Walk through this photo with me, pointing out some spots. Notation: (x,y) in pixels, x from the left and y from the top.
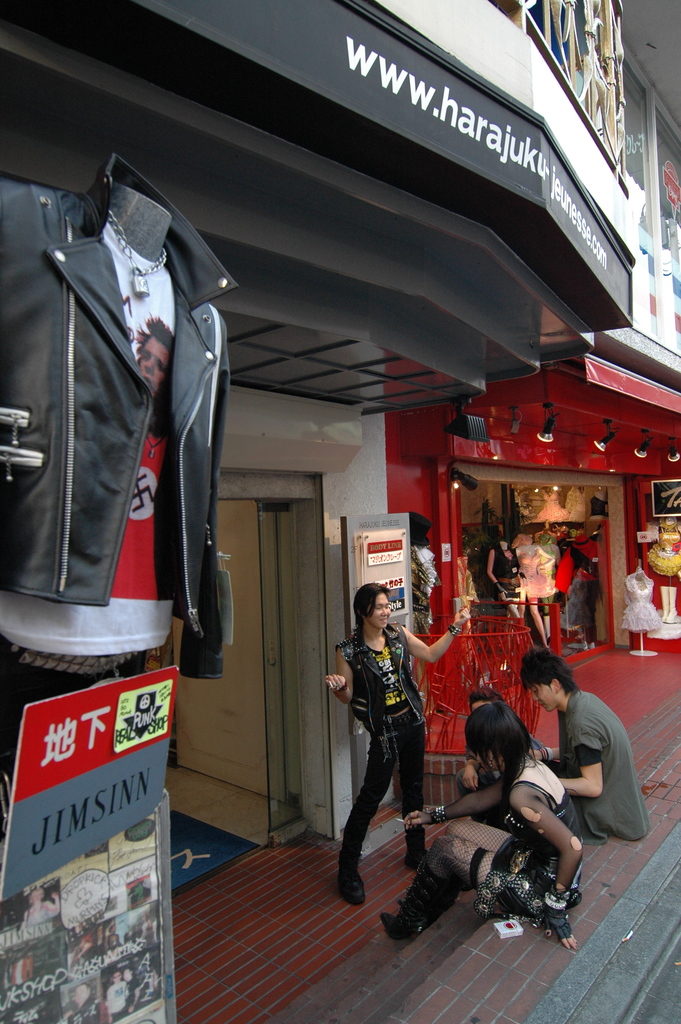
In this image I can see few people (397,663) in-front of the building (322,688). These people (387,753) are wearing the different color dresses (374,780). To the left (113,524) I can see the mannequin (73,472) and the black and white dress (63,483) to it. And there is a board (83,808) in-front of the mannequin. I can see the building (497,465) is in red, white and grey color. To the right (506,601) I can see few more mannequins (564,583) and the dresses (585,582) to it.
